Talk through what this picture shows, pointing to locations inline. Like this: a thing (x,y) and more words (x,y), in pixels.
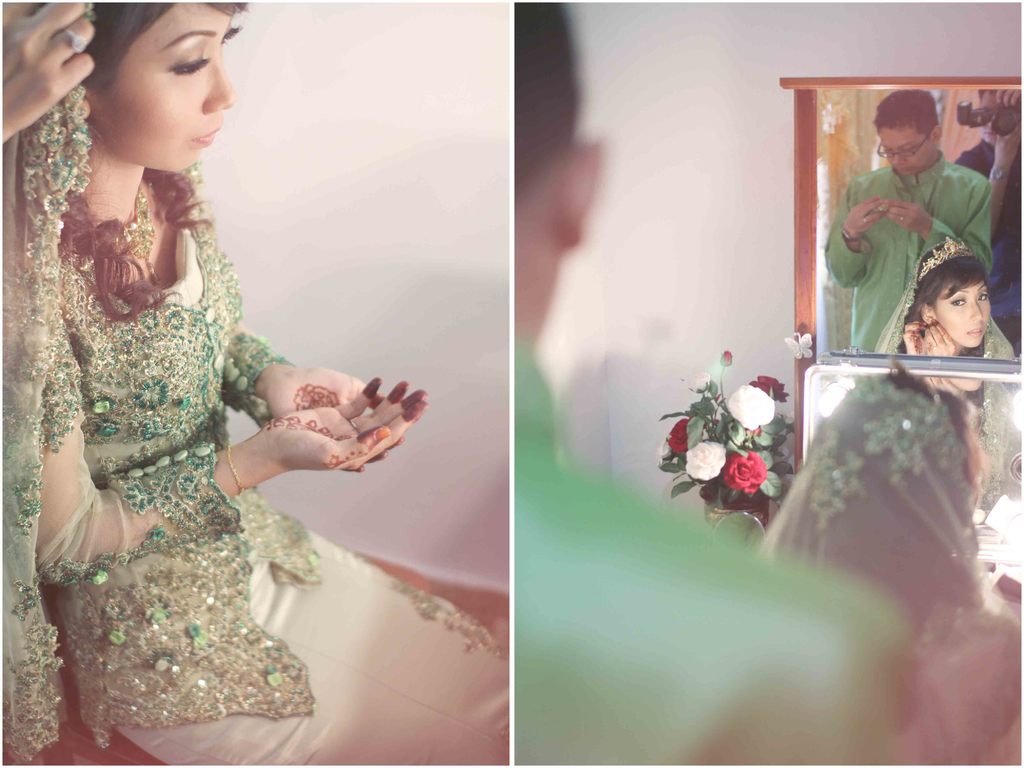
This is collage picture, in these pictures we can see people (958,485), mirror (918,119), flowers (678,441) and wall (709,337), in this mirror (829,106) we can see reflection (891,124) of people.
